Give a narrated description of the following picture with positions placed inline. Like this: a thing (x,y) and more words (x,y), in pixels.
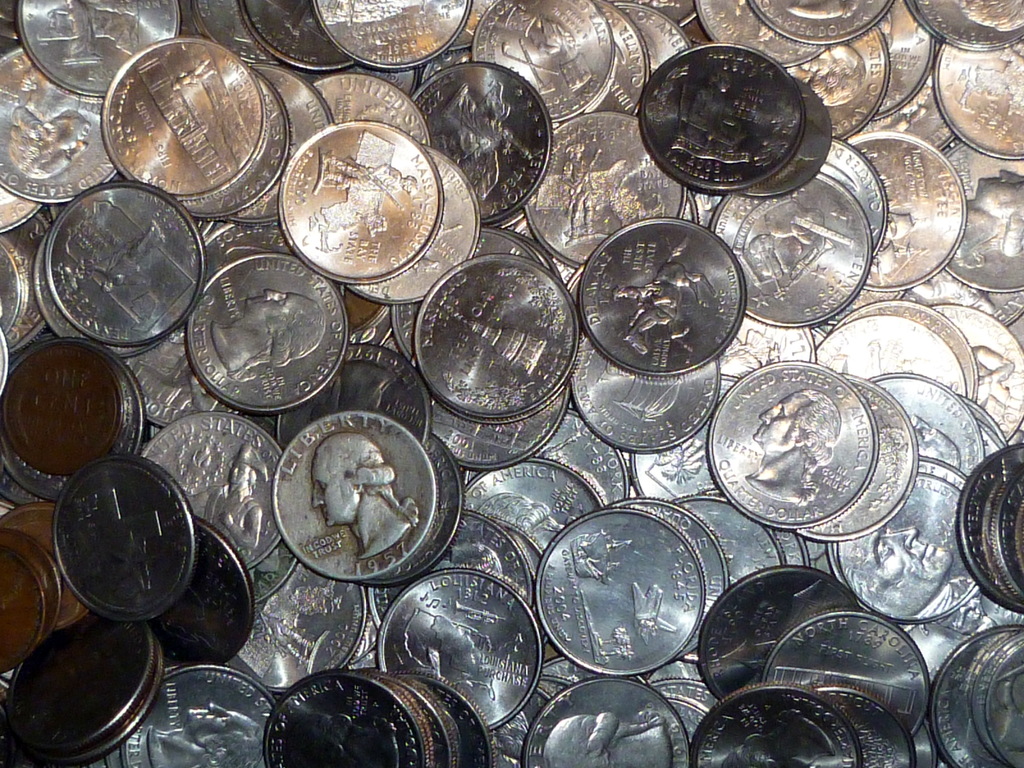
In this image we can see currency coins (620,394).
